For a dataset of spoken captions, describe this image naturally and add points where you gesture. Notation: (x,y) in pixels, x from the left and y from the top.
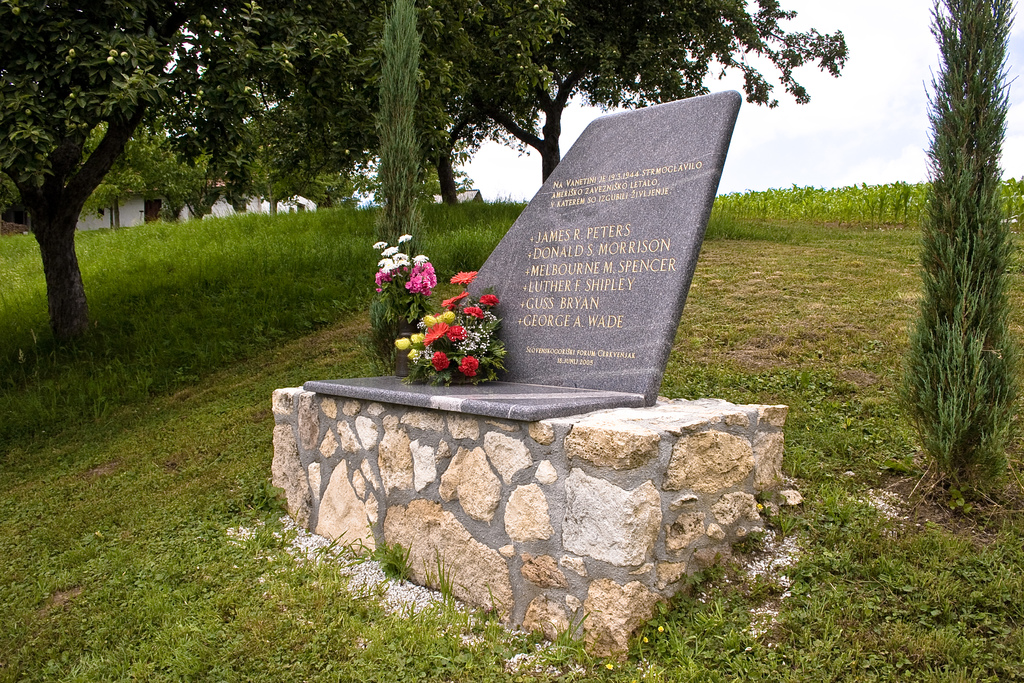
In this image I can see the memorial stone (577,378). In-front of the memorial stone (465,383) I can see the flower bouquets (399,301) which are in red, white, pink and yellow color. In the background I can see many trees (416,220), house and the white sky (831,131).
